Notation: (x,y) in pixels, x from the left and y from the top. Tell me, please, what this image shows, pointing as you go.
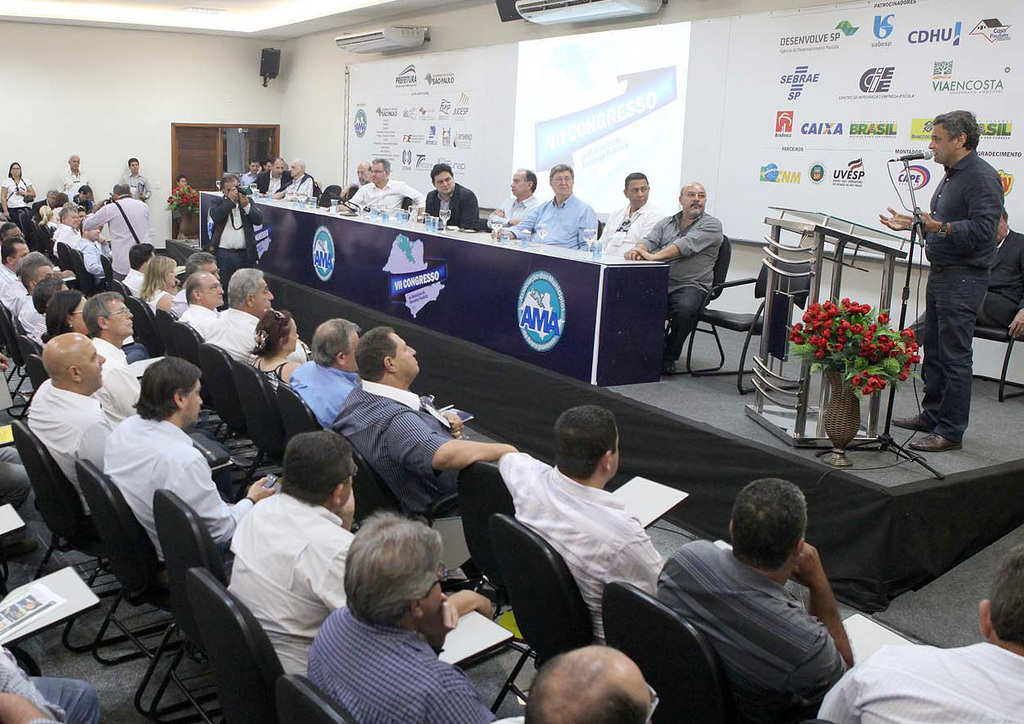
This picture is clicked inside the hall (629,285). On the left (178,476) we can see the group of people (71,368) sitting on the chairs (665,712) and we can see the group of people (115,223) standing. On the right (987,188) there is a person (949,161) wearing shirt (946,218), standing and seems to be talking and we can see a microphone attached to the metal stand (920,213) and we can see the group of people (445,187) sitting on the chairs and we can see the glasses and some other objects (334,195) are placed on the top of the table (600,265), we can see the flowers (854,339) and the leaves (846,366). In the background (681,46) we can see the projector screen (594,82) and the text (782,75) and some pictures (807,81) on the banners (693,42), we can see the wall mounted speaker (266,58) and the air conditioners (427,29) and we can see the wall (113,77), wooden door (192,136) and the two persons (226,210) standing, holding cameras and seems to be taking pictures and we can see some other objects (441,288).
